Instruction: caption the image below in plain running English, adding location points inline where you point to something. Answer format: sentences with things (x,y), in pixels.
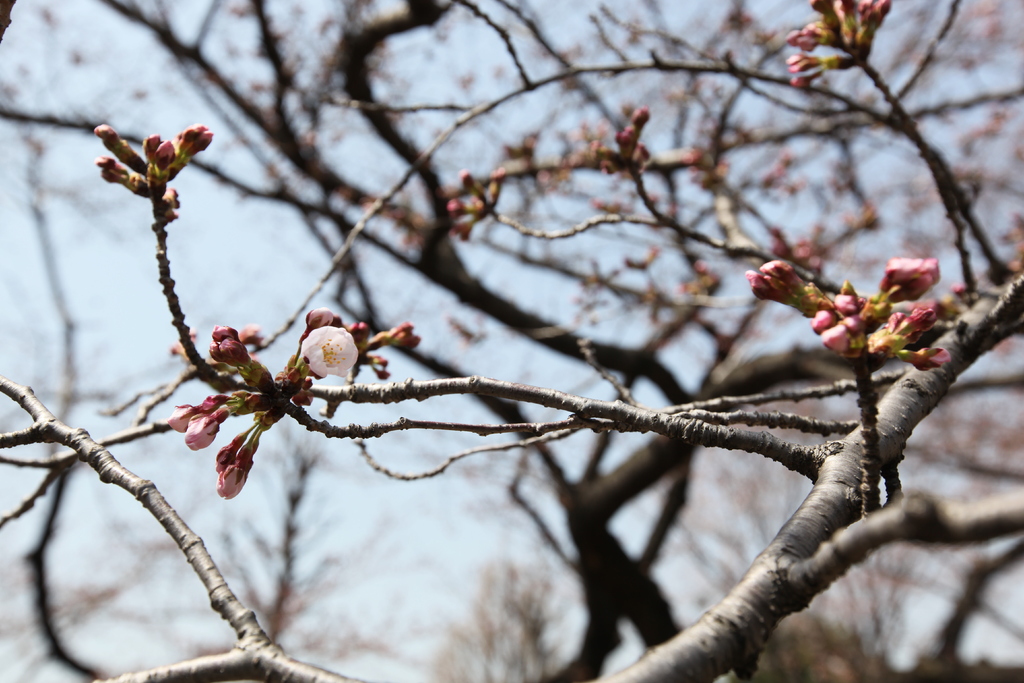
In this image I can see a tree (871,379) along with the buds (795,298). On the left side (309,362) there is a flower (335,353). In the background (64,26), I can see the sky (209,326). At the bottom (848,652) there are many trees (792,652).
